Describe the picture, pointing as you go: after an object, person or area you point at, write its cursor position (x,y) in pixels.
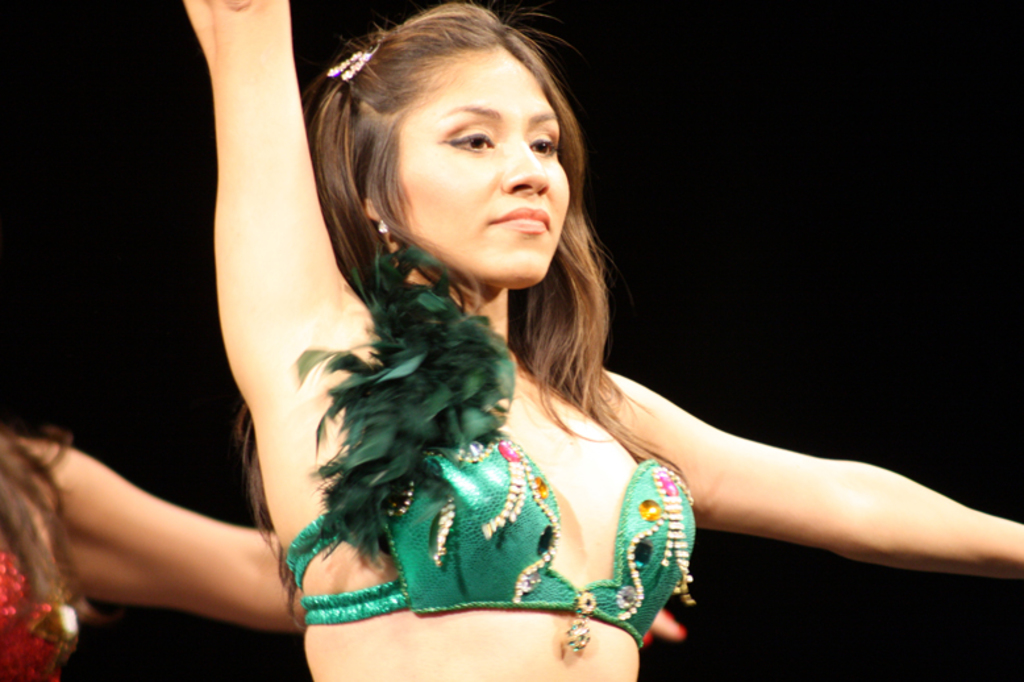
In this image, we can see a person (474,128) on the dark background. There is a person hand (142,522) in the bottom left of the image (210,564).
